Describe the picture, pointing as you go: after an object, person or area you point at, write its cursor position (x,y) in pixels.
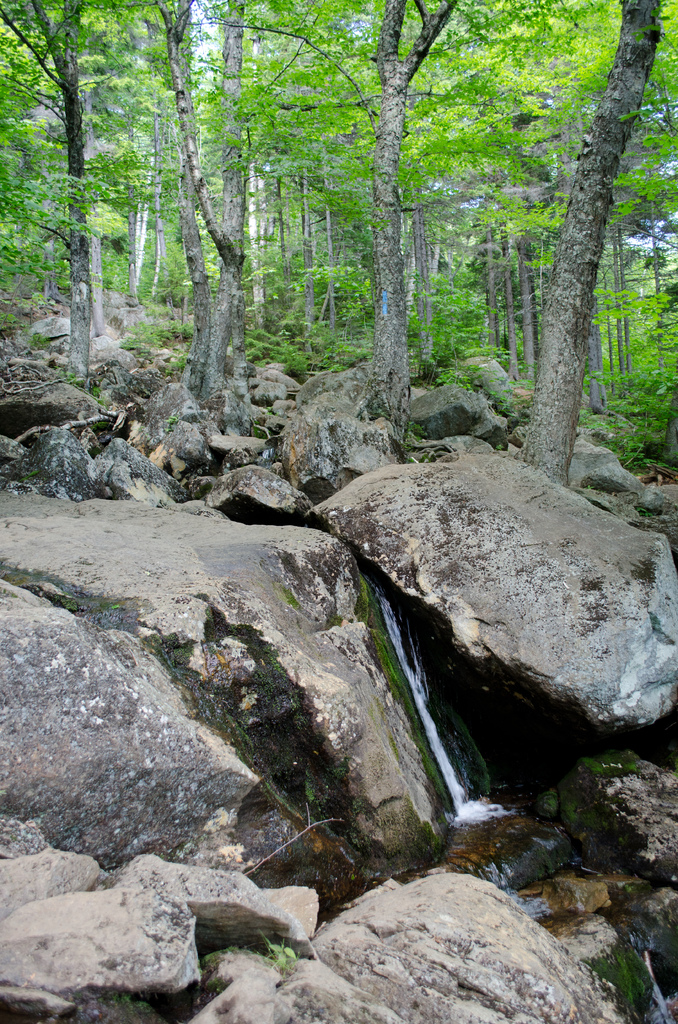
It seems to be a forest (51,134). At the bottom (254,901) there are many rocks (526,876) and water (508,829). In the background (479,175) there are many trees (321,115).
